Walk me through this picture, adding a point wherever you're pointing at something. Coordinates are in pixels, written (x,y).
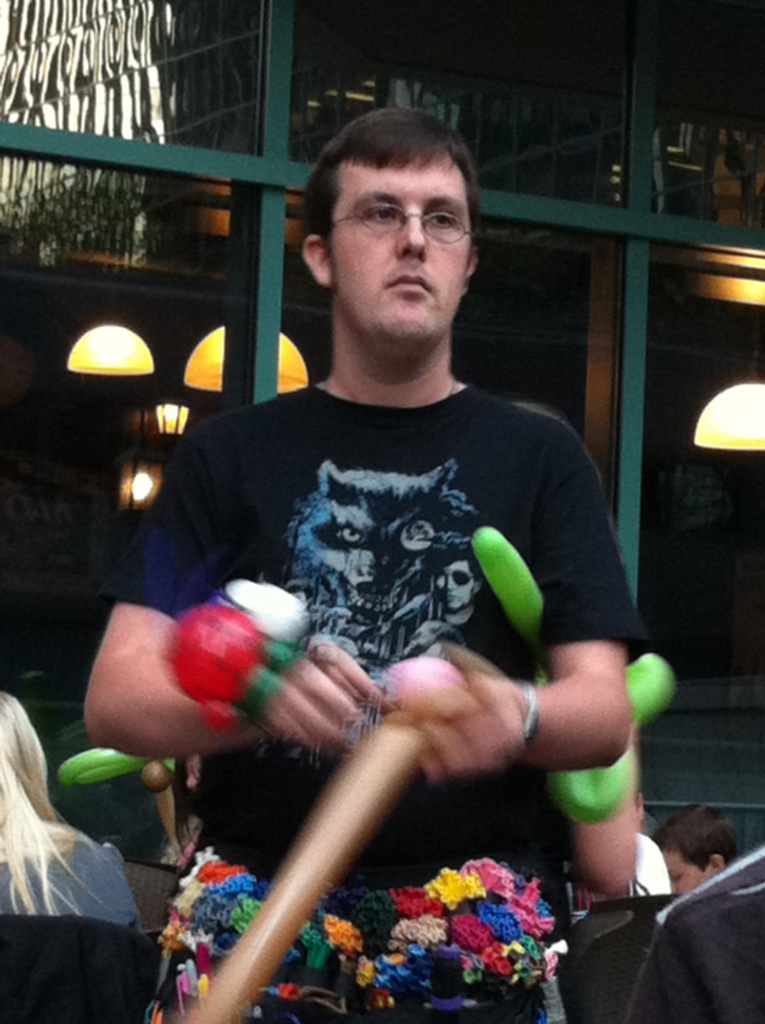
In this image we can see a man (428,834) is standing. He is wearing black color t-shirt (415,569). Behind him, people (83,877) are sitting on chair (87,920) and glass wall (83,369) is there. At the bottom of the image (331,808), one brown balloon (303,878) is present.
